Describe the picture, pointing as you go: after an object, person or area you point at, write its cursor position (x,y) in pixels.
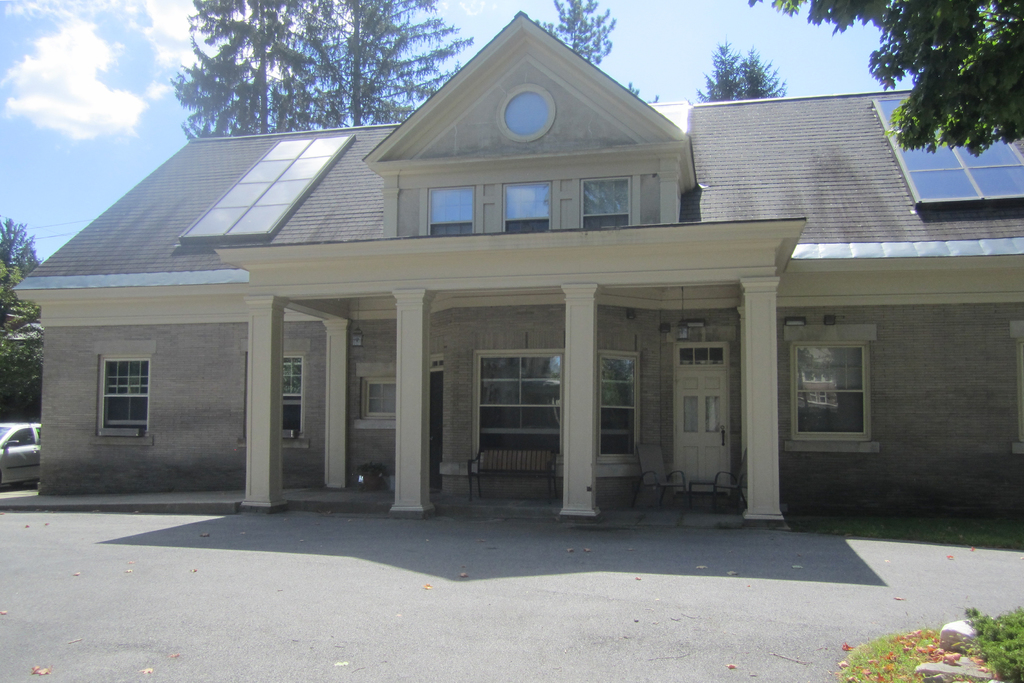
It is a beautiful house (326,265) and beside the house (443,301) there is a car (5,465), there are a lot of trees (1023,71) around the house (276,180).
